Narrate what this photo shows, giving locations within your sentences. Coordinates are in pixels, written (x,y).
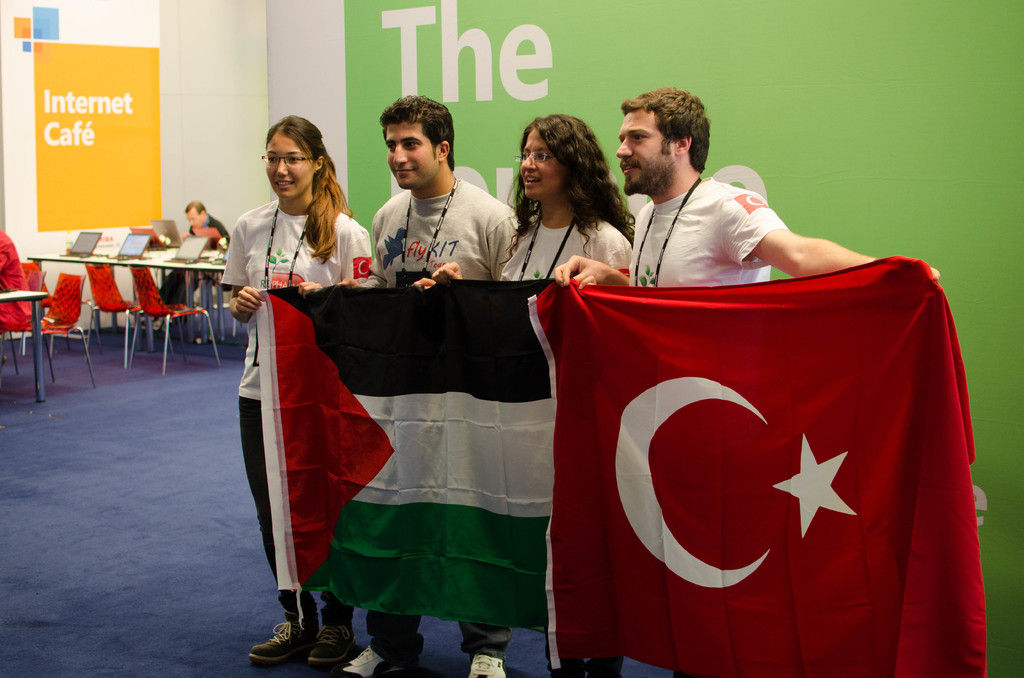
In this image i can see a group of people (523,234) are standing by holding flags (507,378) in their hand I can also see there is a table (126,264) and few chairs (108,281).
